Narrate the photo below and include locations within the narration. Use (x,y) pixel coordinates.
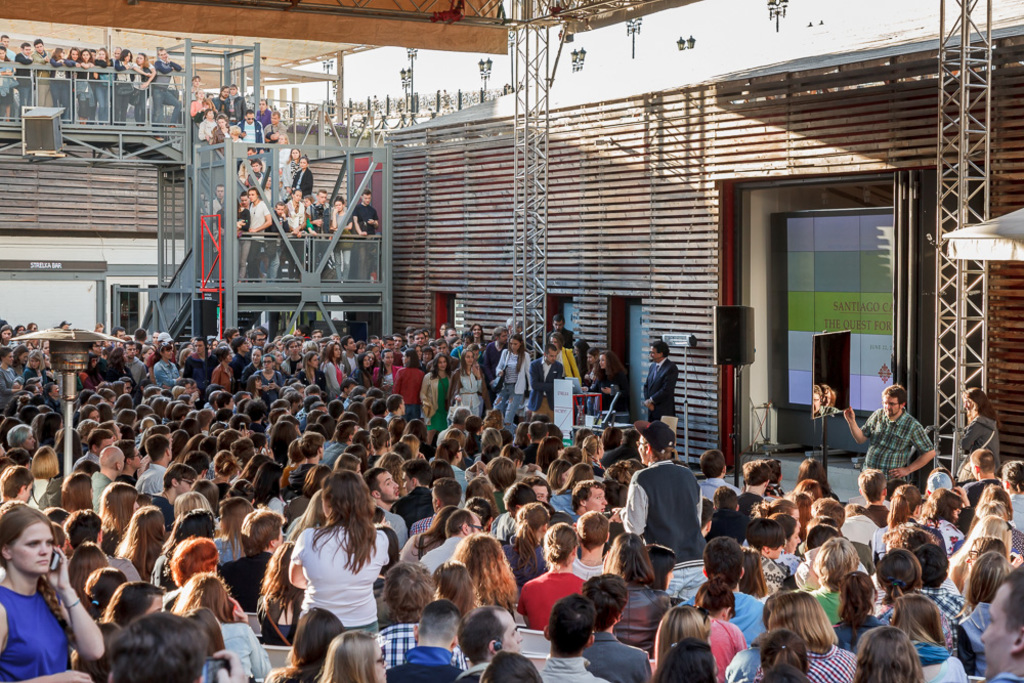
On the left side (68,629) a beautiful girl (67,558) is holding the mobile phone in her hand (67,562), she wore blue color top (44,645), in the middle (376,397) a group of people (549,462) are sitting. On the right side (813,258) there is an electronic display (889,379) and speakers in this image.
